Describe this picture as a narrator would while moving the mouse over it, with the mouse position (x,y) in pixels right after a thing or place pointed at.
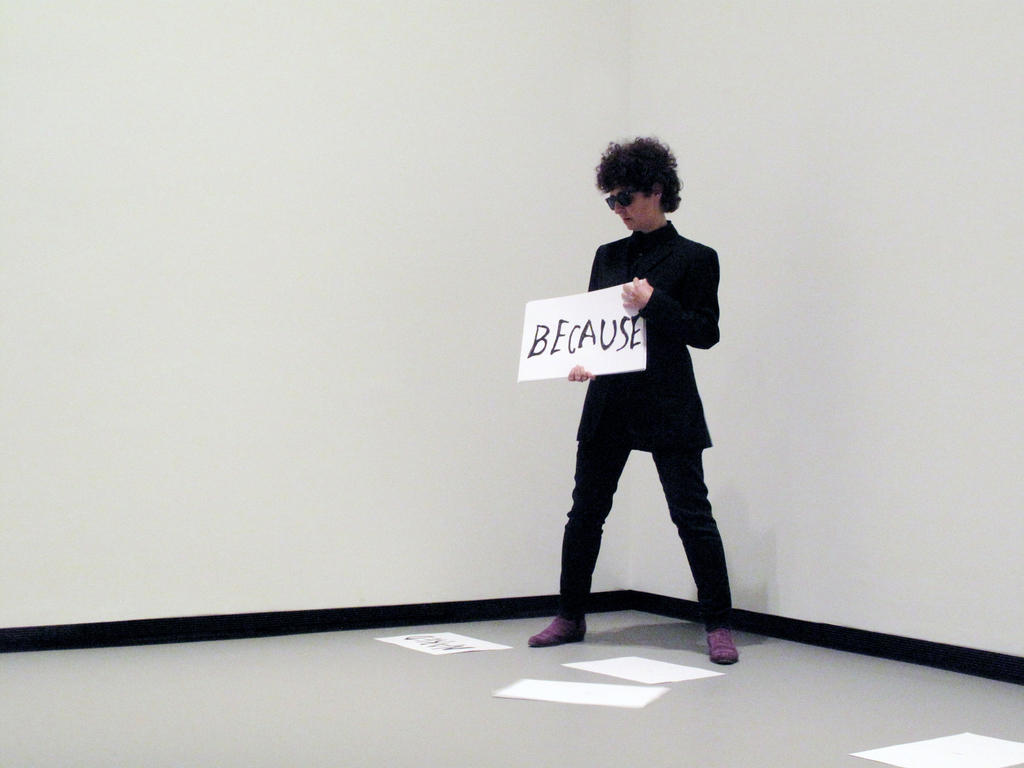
In the picture I can see a man (577,376) is standing and holding a board (573,348) in hands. In the background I can see white color walls (758,296) and some papers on the floor (628,716).
